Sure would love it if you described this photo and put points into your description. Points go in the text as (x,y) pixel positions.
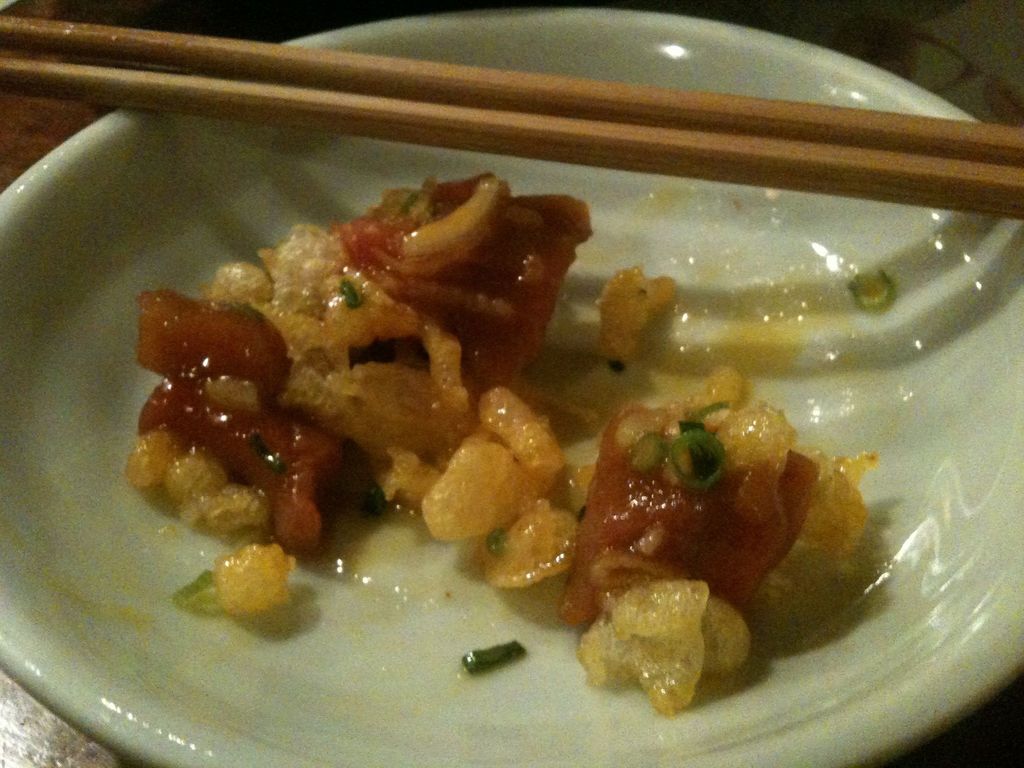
In this image we can see wooden chopsticks (612,82) and plate (420,535) with food (681,445) placed on the table (32,729).
